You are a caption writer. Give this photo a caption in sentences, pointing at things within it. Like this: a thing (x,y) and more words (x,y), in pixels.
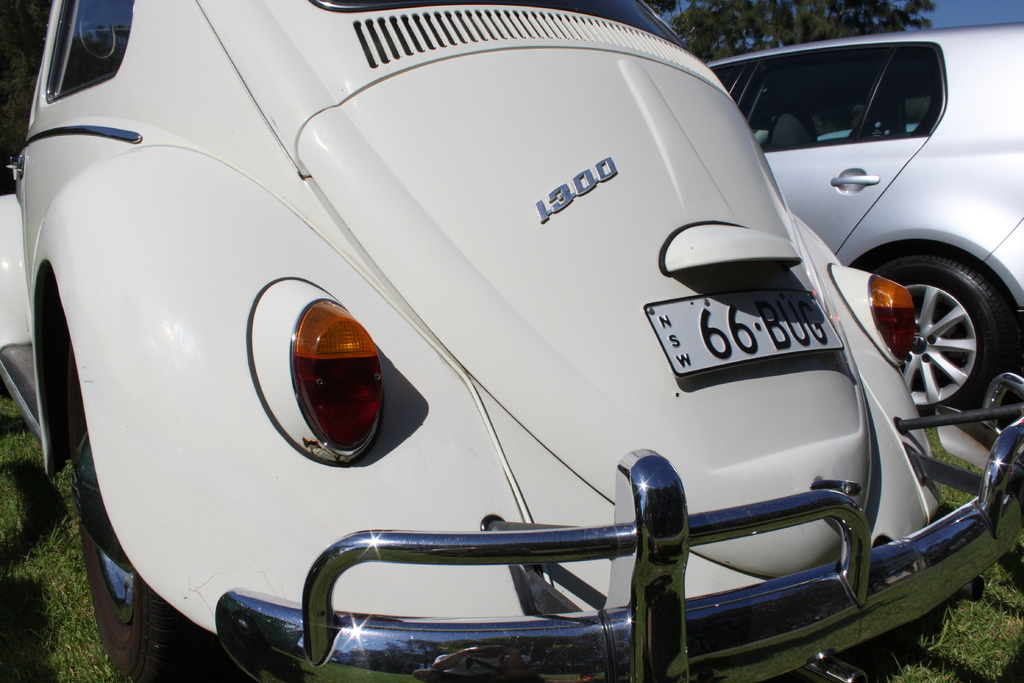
In this picture we can see there are two vehicles (762,279) parked on the grass (1012,630). Behind the vehicles (703,64) there are trees (715,23) and the sky (959,12).
